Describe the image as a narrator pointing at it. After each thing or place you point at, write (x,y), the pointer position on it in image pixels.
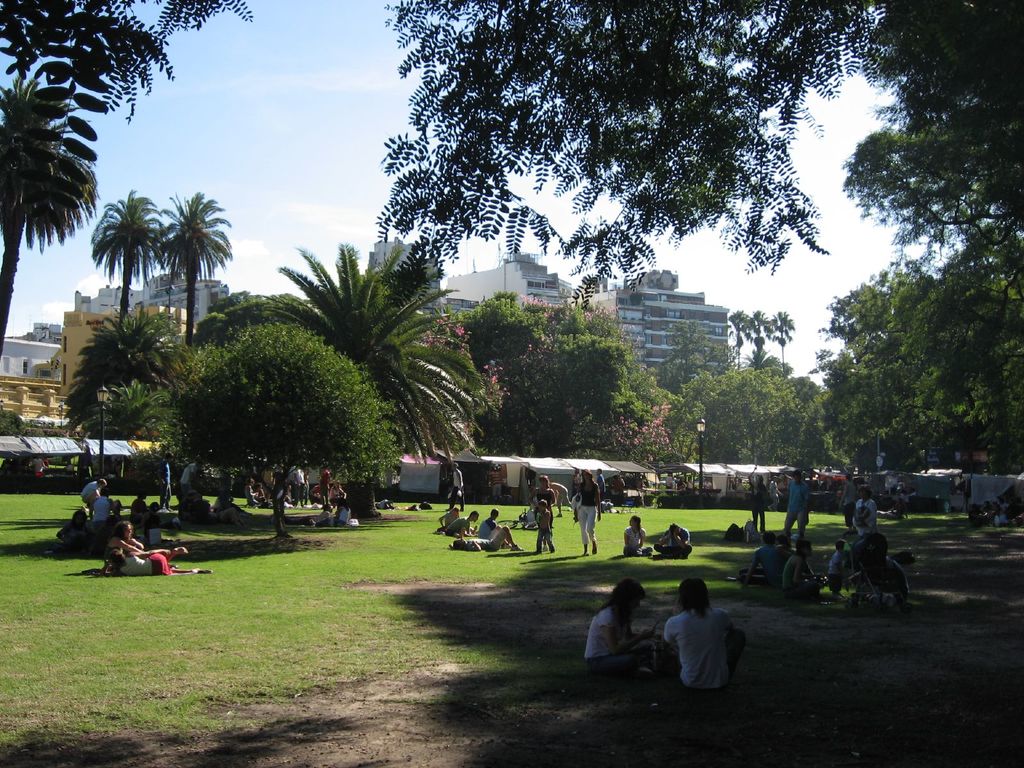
In this image we can see group of persons (803,553) sitting on the ground (819,531), some persons (547,529) are standing. In the center of the image (514,484) we can see a group of tents (48,451), light pole (700,446). In the background (1003,396), we can see a group of trees (732,410), buildings (522,284) and the sky (212,158).
